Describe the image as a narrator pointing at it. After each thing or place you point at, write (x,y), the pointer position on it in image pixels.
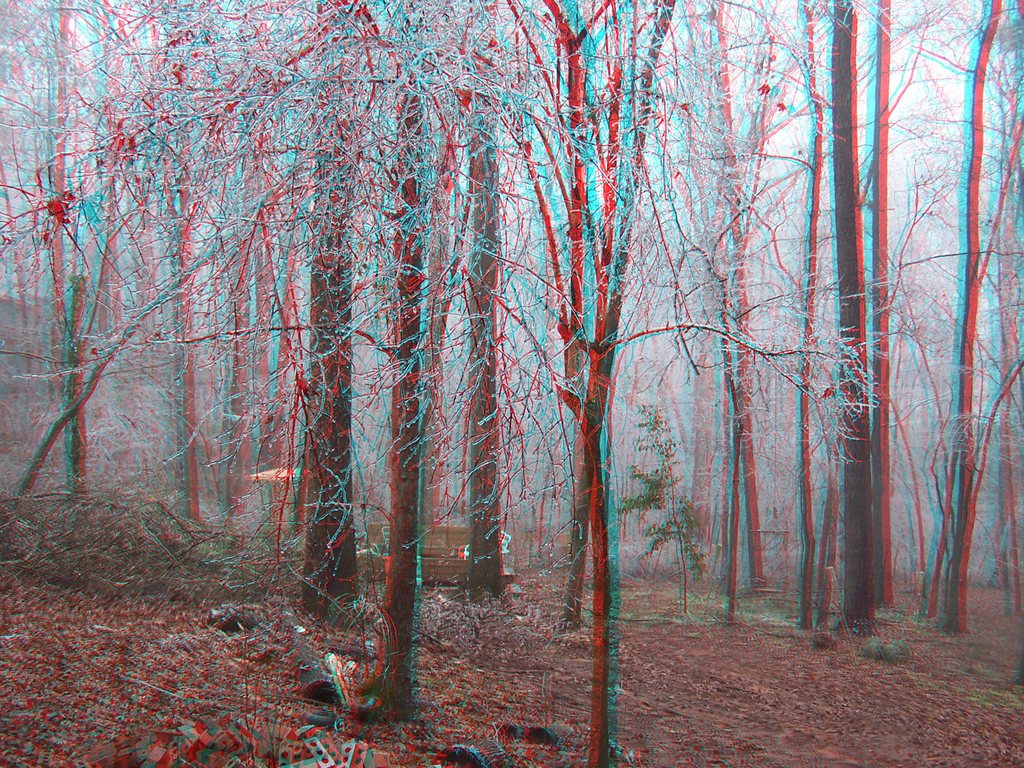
In this picture I can see trees (453,239) and few plants (900,640) and looks like a wooden box (453,539) in the back (437,548).
